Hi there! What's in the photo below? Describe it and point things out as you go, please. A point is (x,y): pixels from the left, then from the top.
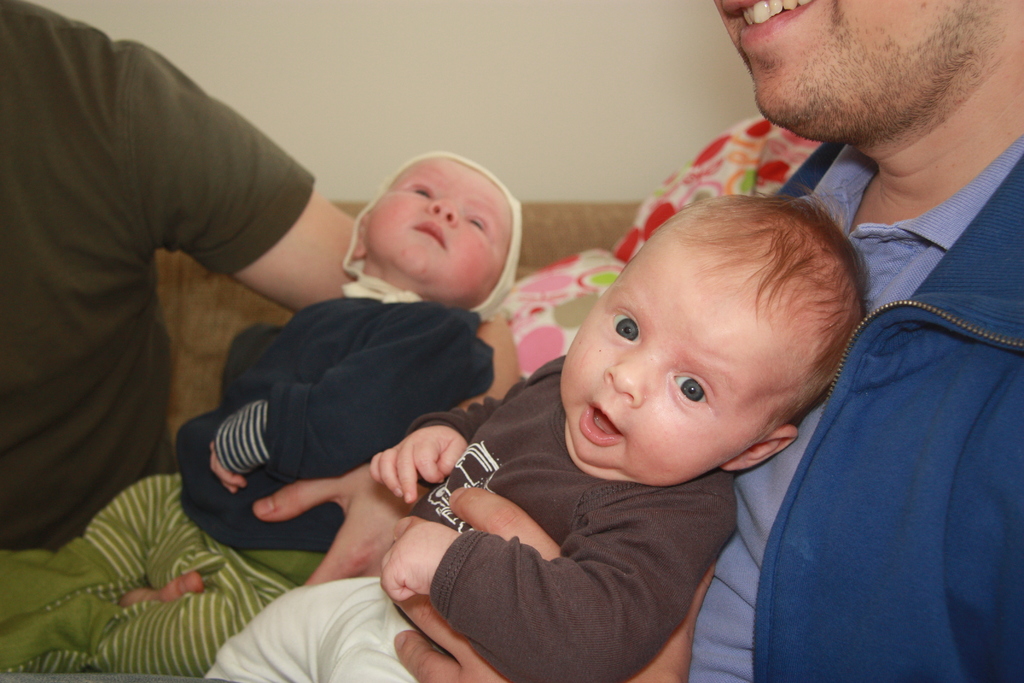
In this image we can see persons (365,511) holding a babies (490,475). In the background (415,125) there is a wall (550,90) and sofa (571,220).
